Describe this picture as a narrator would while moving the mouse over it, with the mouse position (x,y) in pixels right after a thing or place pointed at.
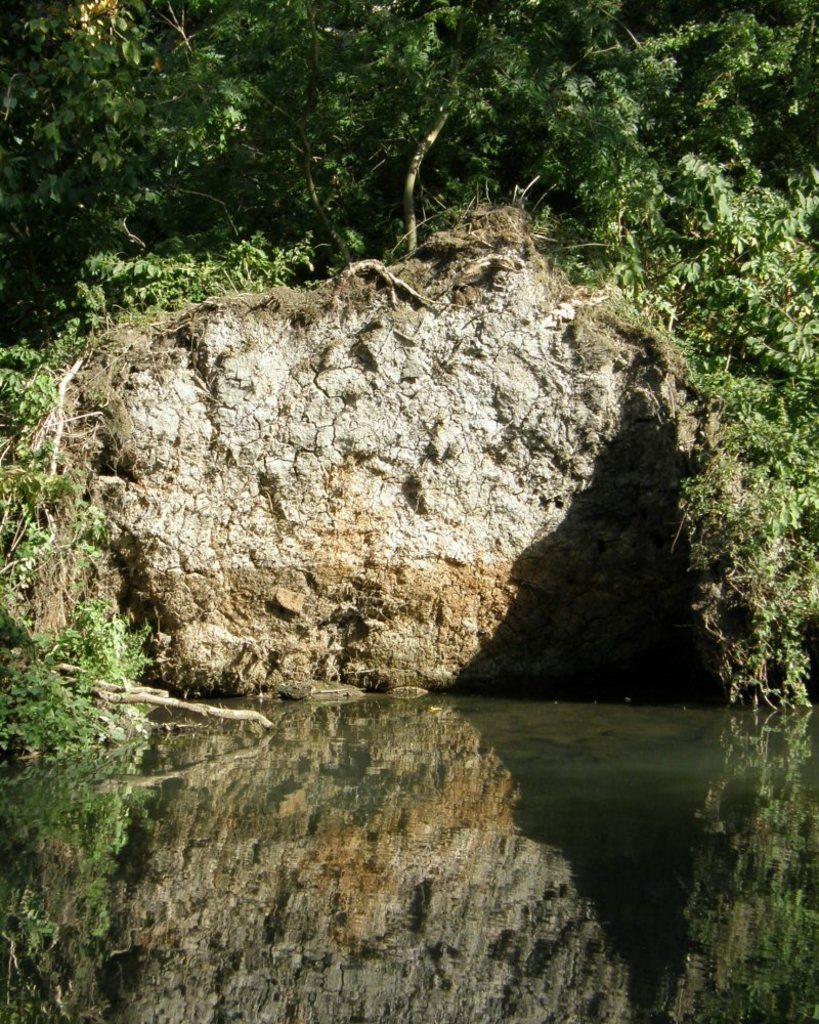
In this image, we can see a wall (390,534), few plants (425,150) and grass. At the bottom (490,827), we can see the water (504,899). On the water (495,813), we can see reflections (294,825).
